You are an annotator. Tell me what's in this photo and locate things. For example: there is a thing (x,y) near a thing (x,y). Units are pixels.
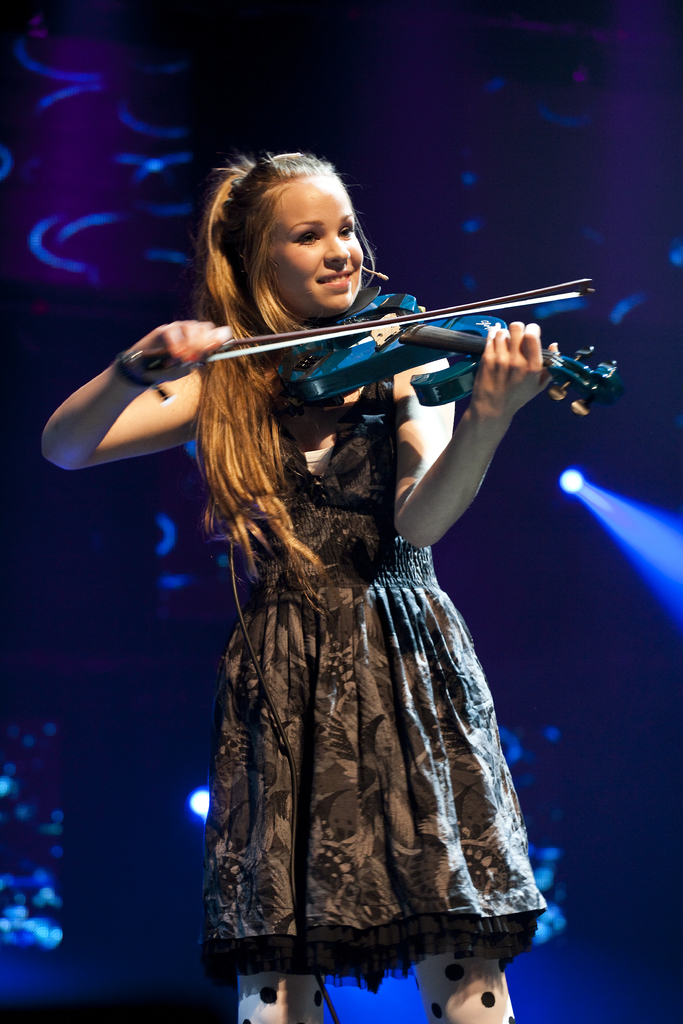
In the image there is a girl (327,430) playing violin (453,371).
